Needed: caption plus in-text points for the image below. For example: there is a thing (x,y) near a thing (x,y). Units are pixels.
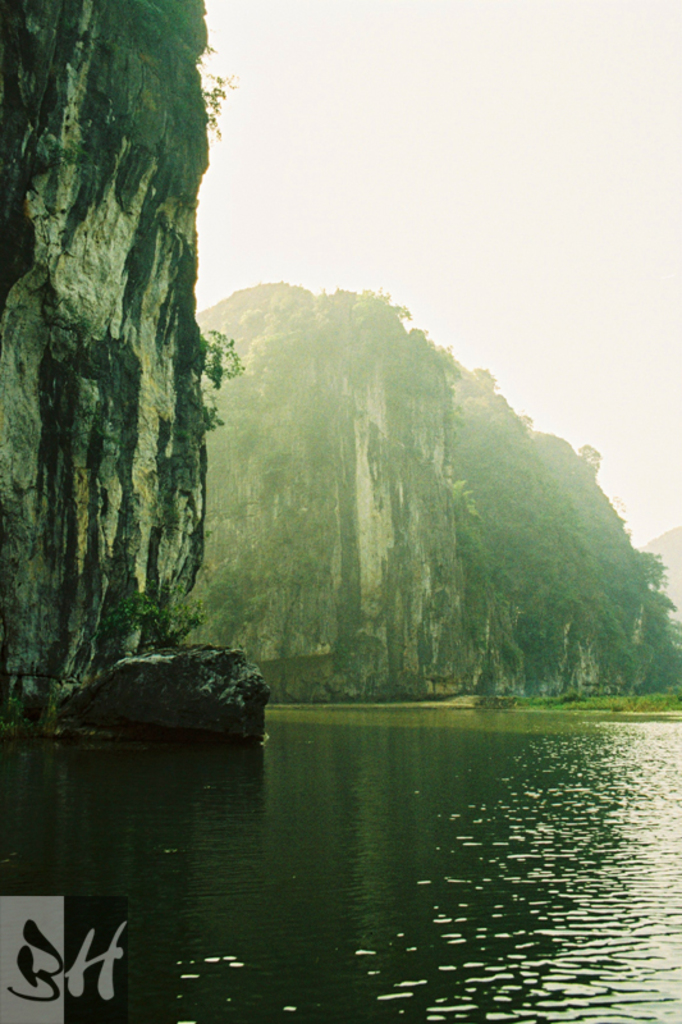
In this image I can see there is a river (209,955), mountains (281,517) with trees (507,424) and the sky (421,206) is clear.
